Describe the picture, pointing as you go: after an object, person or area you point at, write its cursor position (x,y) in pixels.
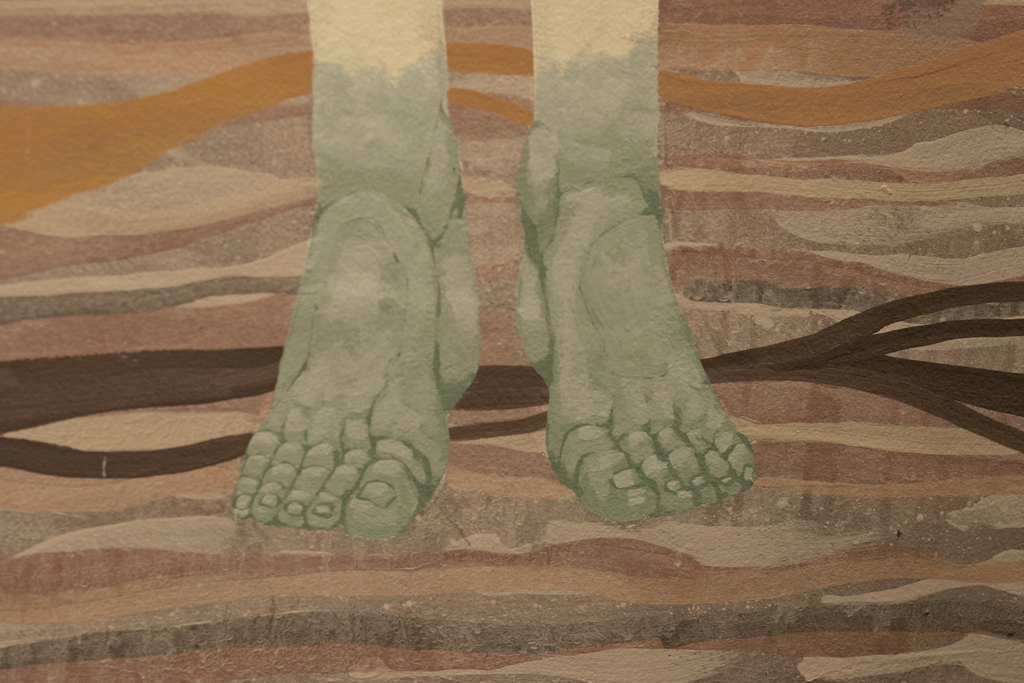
In this image we can see a painting (455,325), in that we can see the legs (546,295) of a person (562,366).
